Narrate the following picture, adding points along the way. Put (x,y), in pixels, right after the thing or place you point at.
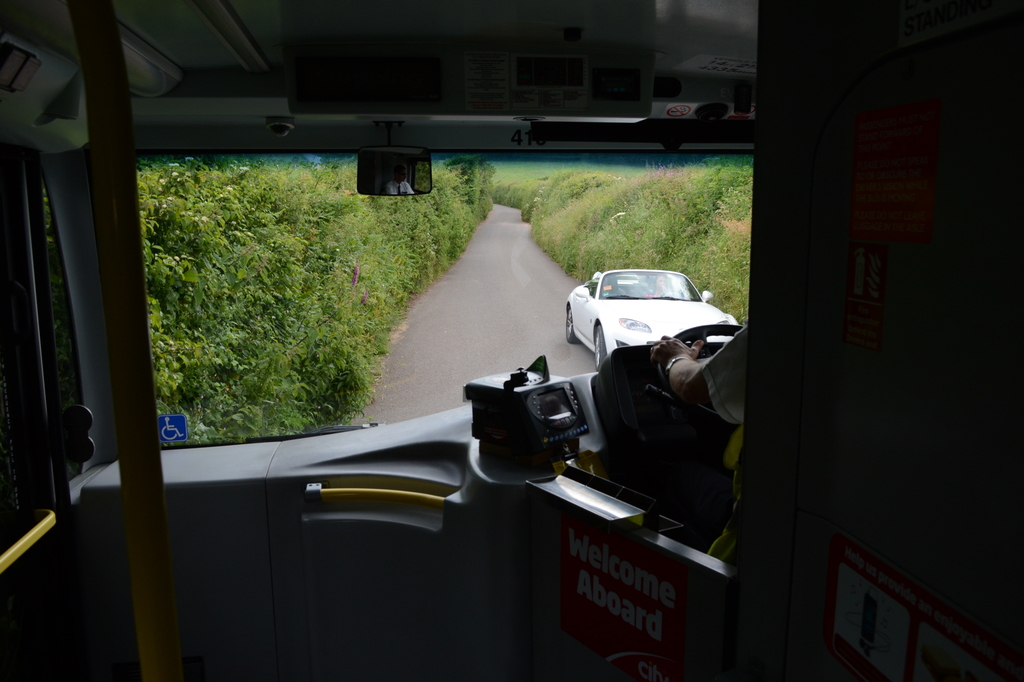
This picture is taken inside the vehicle (481,531). Towards the right (711,478), there is a person (706,484) riding the vehicle (696,332). Through the glass (262,328), we can see the plants (384,261) and a lane (469,276). On the lane (528,297), there is a car (631,318) which is in white in color. Towards the left (159,438), there is a pole (145,475).
